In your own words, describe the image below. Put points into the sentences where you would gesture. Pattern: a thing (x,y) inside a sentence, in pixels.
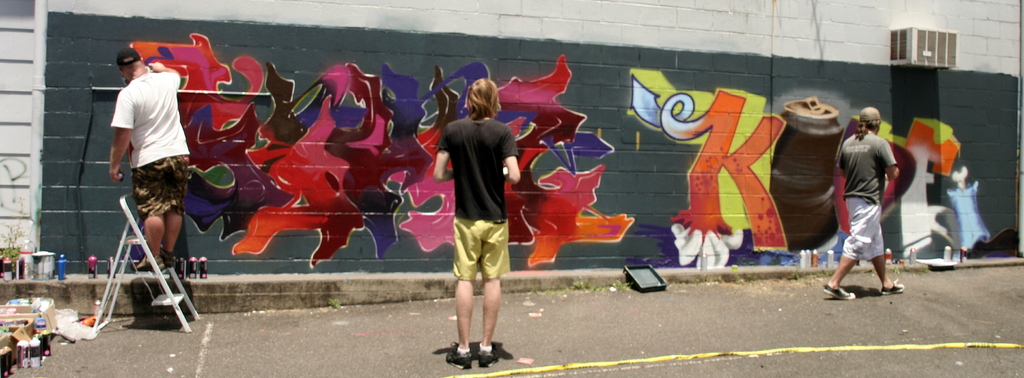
This picture is clicked outside. In the center (493,140) there is a person (490,163) standing on the ground (482,313). On the right (854,176) we can see a person (854,176) walking on the ground (528,310) and there are some objects (37,337) placed on the ground (513,310). On the left (171,103) there is a man (174,124) standing on a ladder (169,304) and doing the art of graffiti (206,72) on the wall (434,41).
